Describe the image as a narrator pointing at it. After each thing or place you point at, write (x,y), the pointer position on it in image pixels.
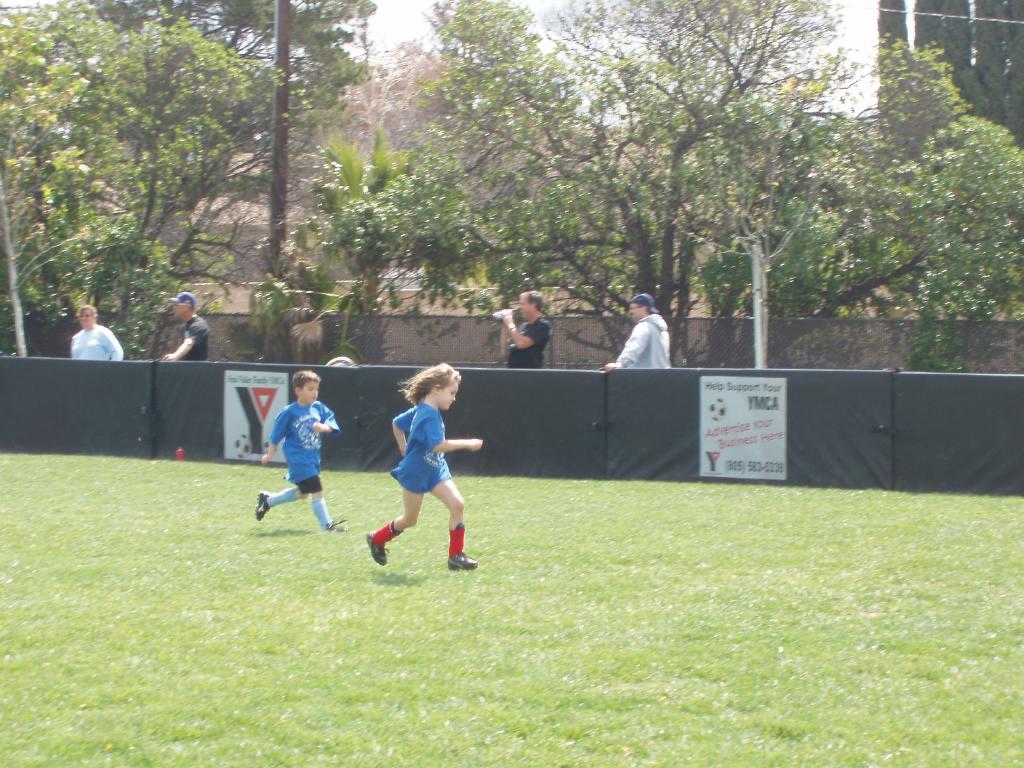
In this picture we can see there are two kids (309,468) in the blue t shirts (414,443) are running on the grass path (335,518) and behind the kids (310,425) there are boards (681,405) and some people (639,332) are standing on the path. Behind the people (666,341) there is a wall (679,327), trees (535,68), pole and a sky (410,33).
